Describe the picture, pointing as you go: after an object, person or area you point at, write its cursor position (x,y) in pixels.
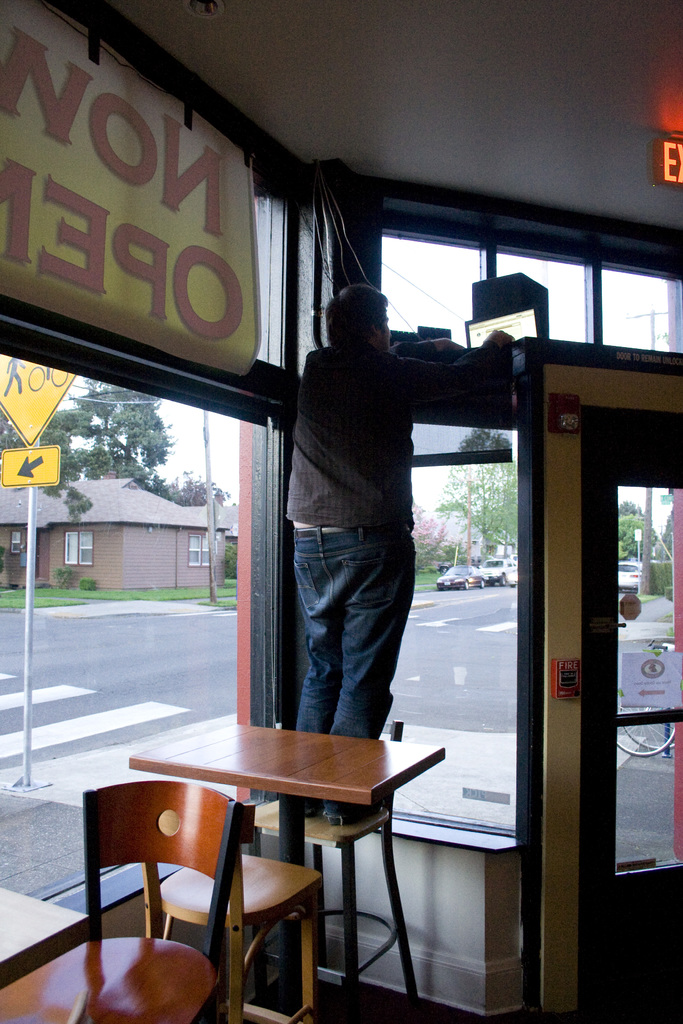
a person (304,531) standing on a chair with table (156,759) in front of him there is a road (410,707) on the road (476,600) there are many vehicles (507,568) there are buildings (7,514) trees (153,444) near to the road (469,656).
